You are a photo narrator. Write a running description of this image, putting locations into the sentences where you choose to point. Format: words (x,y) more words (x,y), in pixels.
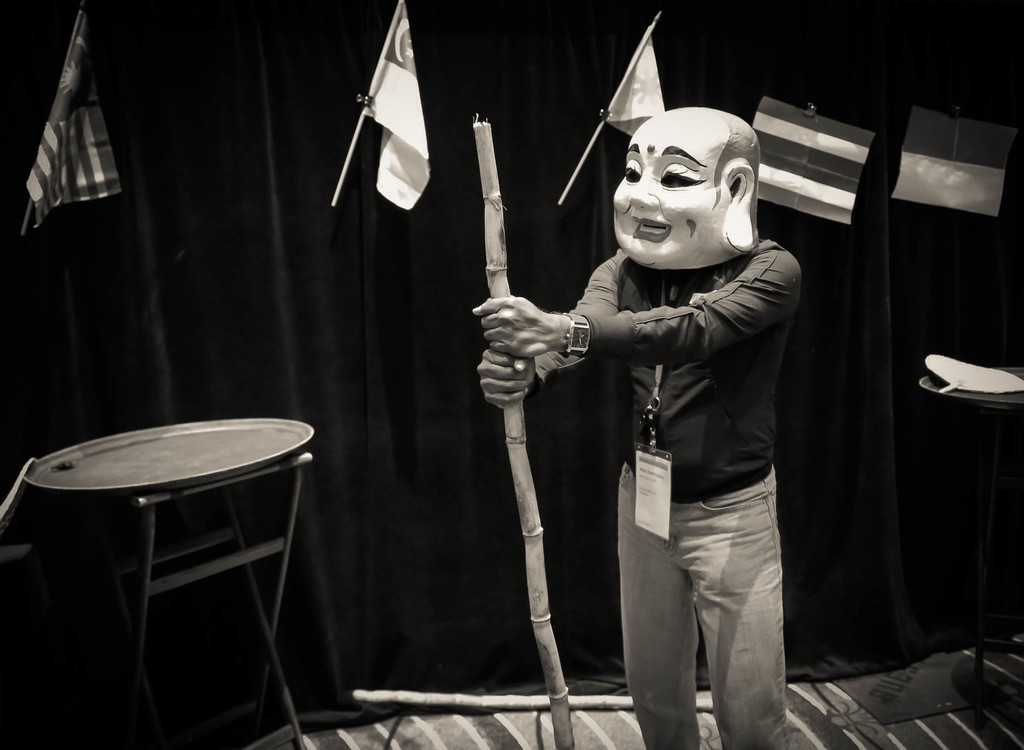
In this image there is a person (671,369) wearing mask (712,135), tag (656,408) and holding a stick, there is a plate (201,470) on the stand (253,474) and a paper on the table (977,616), there are a few flags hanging on the wall (981,431).
